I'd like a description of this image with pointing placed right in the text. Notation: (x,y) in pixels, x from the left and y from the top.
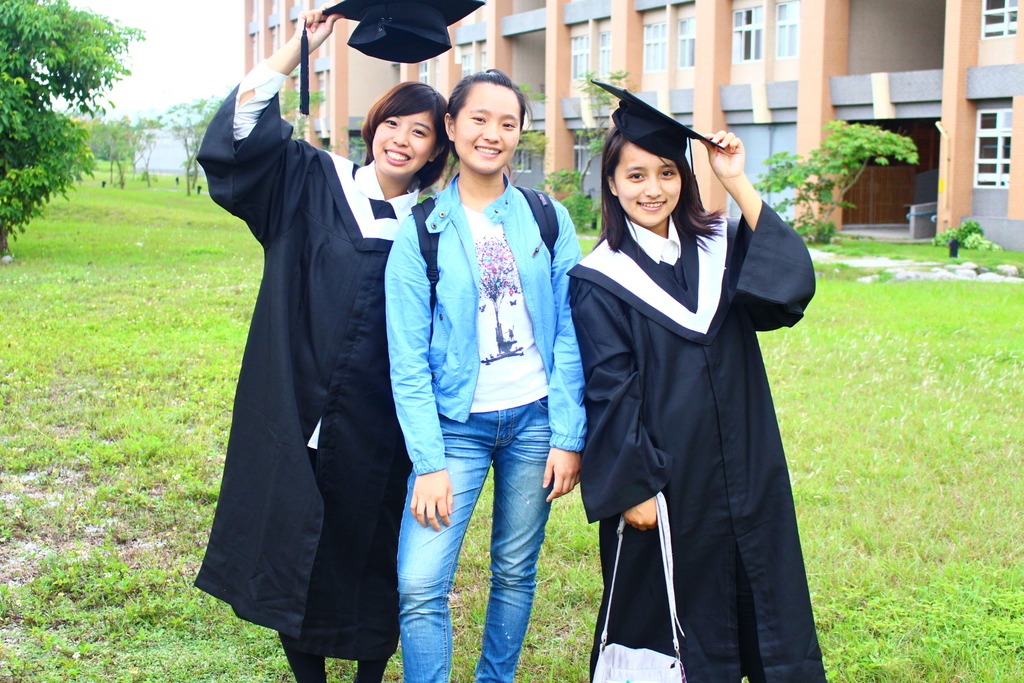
In this image I can see three persons (533,401) standing. In front (522,369) the person (504,366) is wearing blue and white color dress (483,362), background I can see few trees (20,11) in green color. The building (490,50) is in brown and cream color and the sky (167,53) is in white color.
